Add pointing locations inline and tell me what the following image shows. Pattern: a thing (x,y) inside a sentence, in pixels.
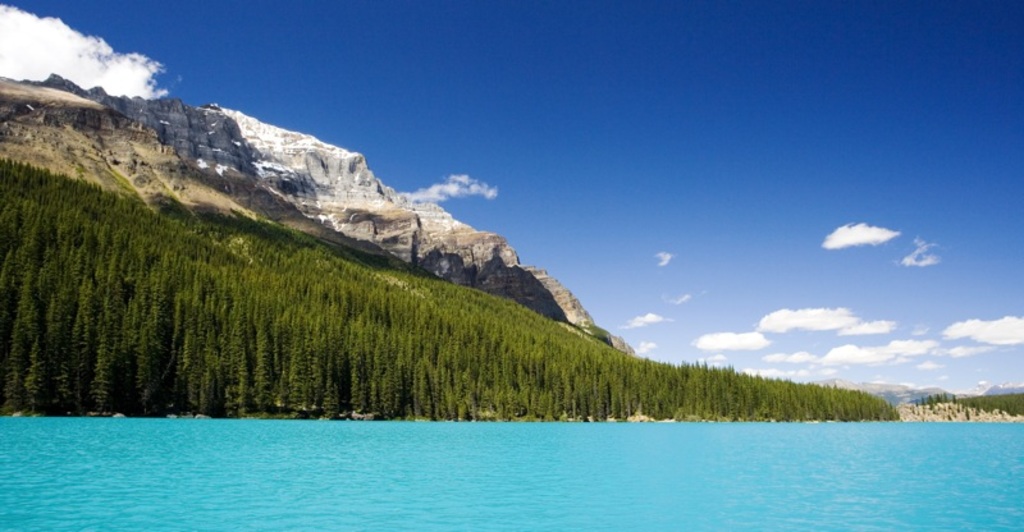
In front of the image there is a sea (476,476), behind the sea (305,501), there are trees (376,295) and mountains (473,276), at the top of the image (40,36) there are clouds (29,52) in the sky (996,312).
